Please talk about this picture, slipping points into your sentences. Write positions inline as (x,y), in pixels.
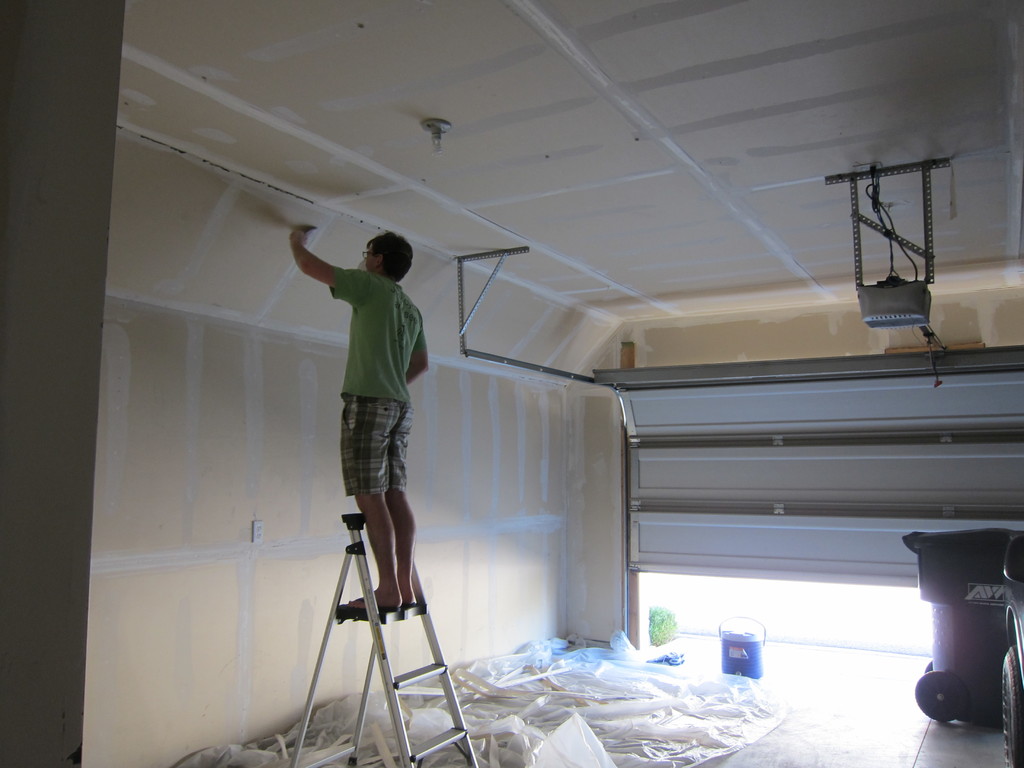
In this image there is one person (373,475) standing on the ladder (347,566) as we can see on the left side of this image (333,614). There is a wall (438,489) in the background (281,468). There is a shutter (719,445) on the right side of this image (719,445). There is a cover (595,695) on the floor (632,707) as we can see in the bottom of this image (655,712). There is one object (937,660) is in the bottom right corner of this image (966,644).
